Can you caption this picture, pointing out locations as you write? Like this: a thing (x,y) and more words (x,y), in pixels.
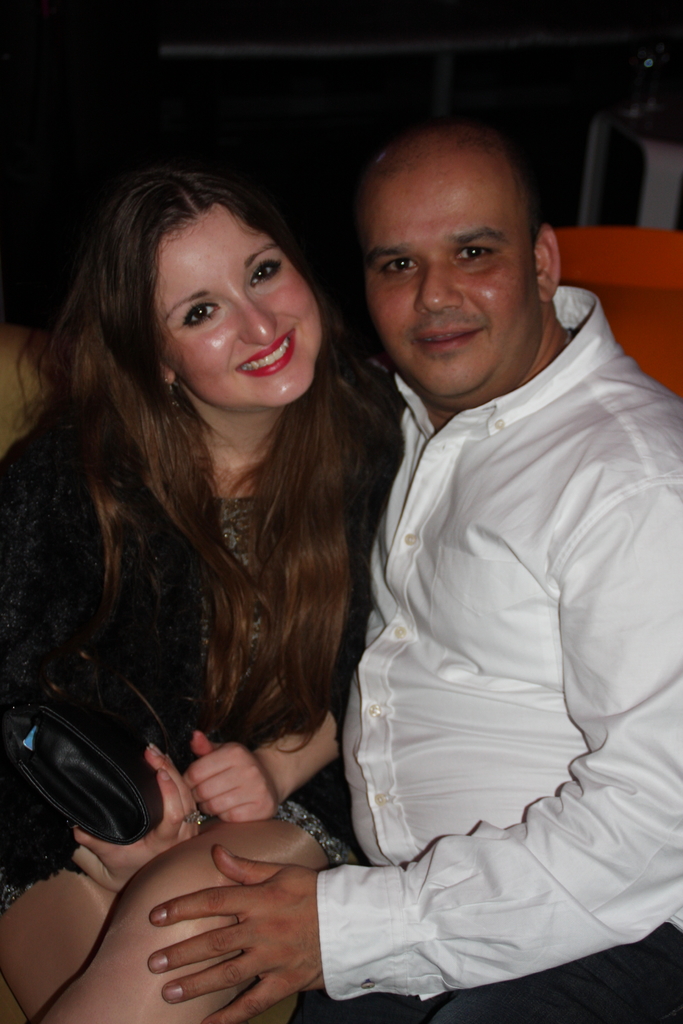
2 people (386,427) are sitting. The person (562,666) at the right (461,719) is wearing a white shirt (461,618). The person (318,566) at the left (221,560) is wearing a dress (28,805) and holding a bag (32,722) in her hand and smiling.
